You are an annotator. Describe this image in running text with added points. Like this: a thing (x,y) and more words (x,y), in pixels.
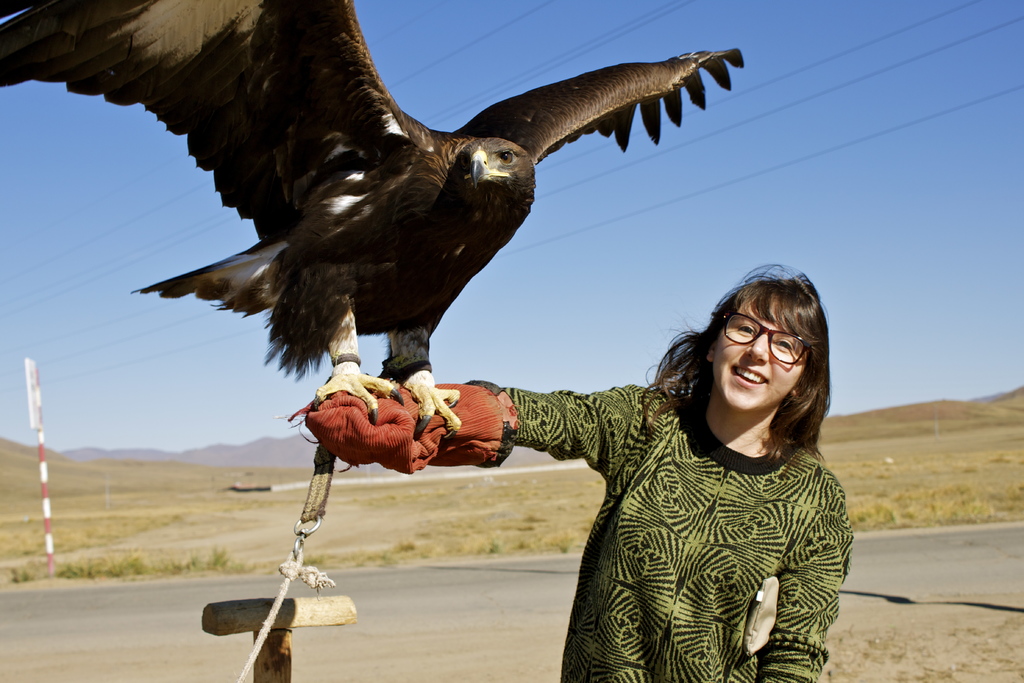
In this image I can see a person (793,608) standing wearing green and black color shirt (730,511) and I can see a bird (222,288) standing on the person's hand (443,446) and the bird (433,155) is in brown color. Background (32,214) I can see sky (35,237) in blue and white color.
